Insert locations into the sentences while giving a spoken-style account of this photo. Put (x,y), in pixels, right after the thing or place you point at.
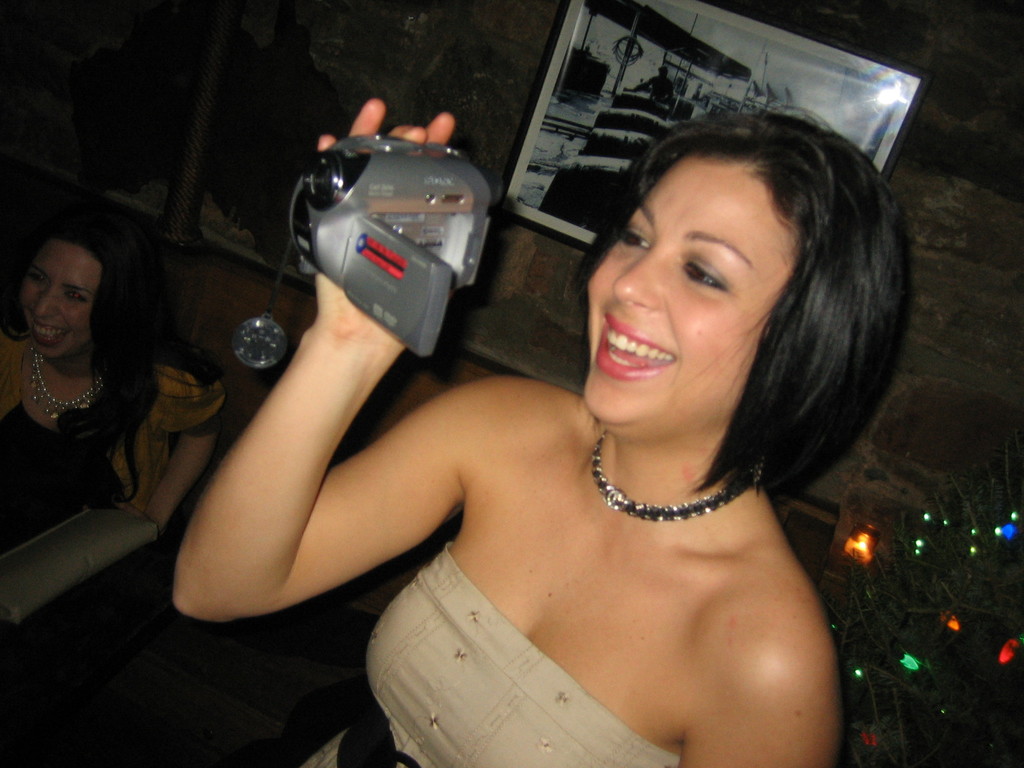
In this image, In the middle (649,491) there is a woman (691,529) she is standing and she is holding a camera (409,262) which is in ash color and she is smiling, In the background (63,420) there is a woman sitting on the chair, There is a wall (490,36) which is in black color and there is a picture (693,60) which is in white color.
